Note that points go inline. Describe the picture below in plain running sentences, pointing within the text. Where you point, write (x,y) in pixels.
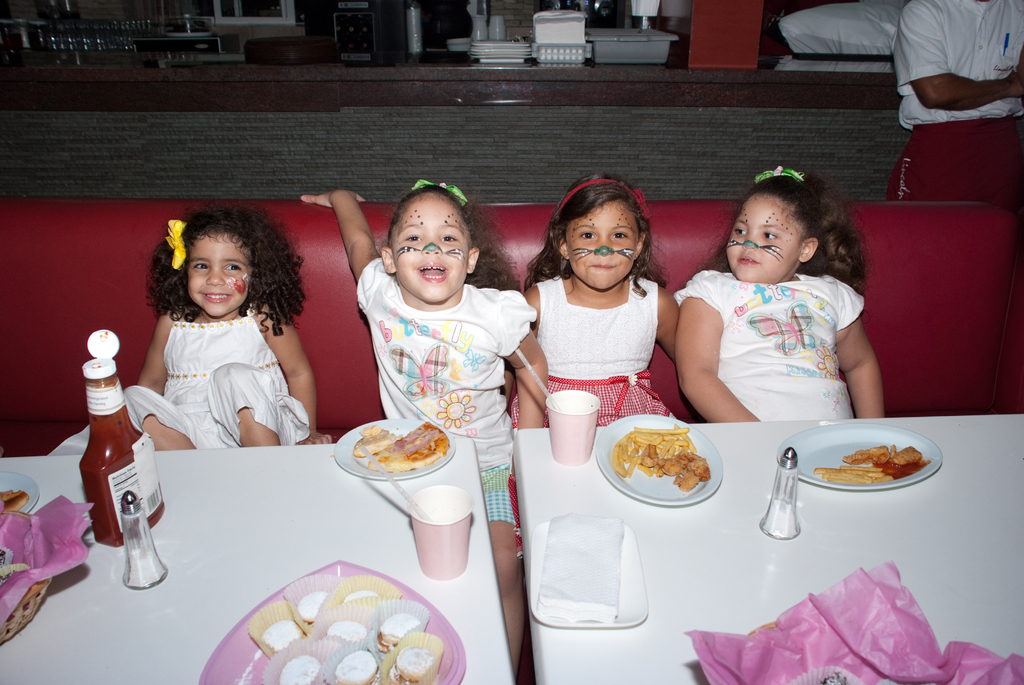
There are four girl kids (589,371) sitting on sofa (926,319) and there is a food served in plates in front of them.
